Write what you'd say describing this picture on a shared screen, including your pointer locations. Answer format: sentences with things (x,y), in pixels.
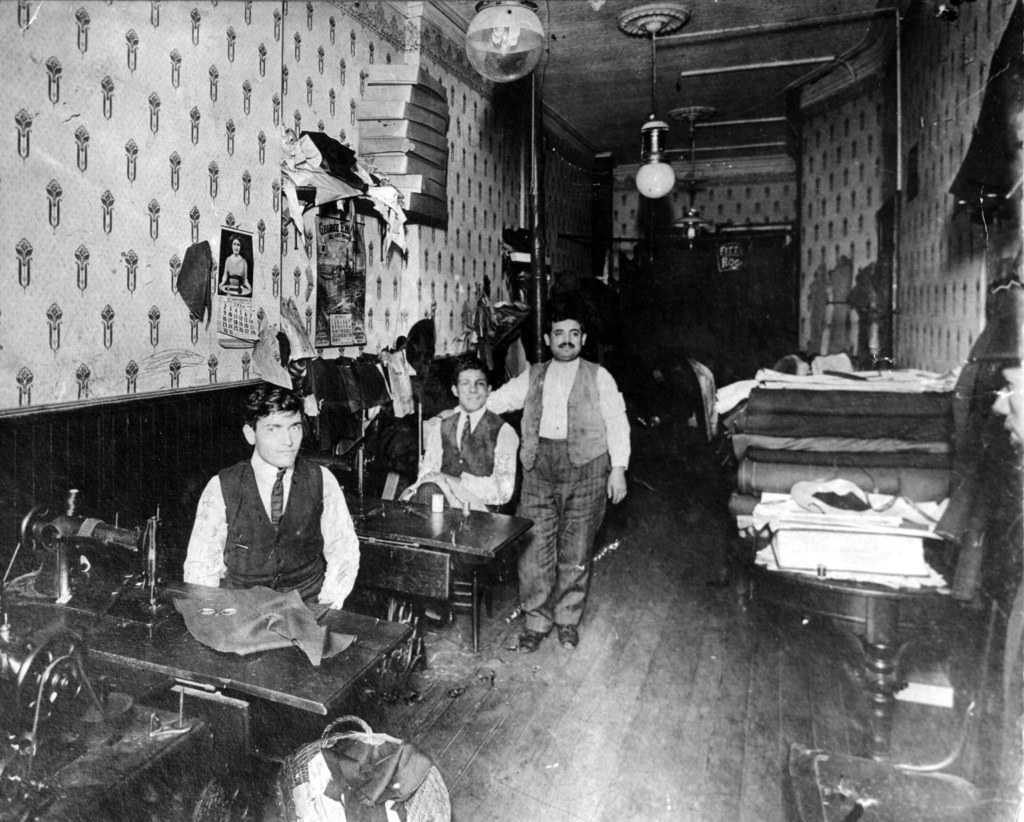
In this picture we can see two men (473,456) sitting on the chair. There are few sewing machines (60,515) and a basket (435,811) on the floor (729,627). We can see calendars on the left side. There are few clothes (748,524) on the right side (753,511). We can see a few boxes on the left side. Some lights (693,208) are visible on top (693,230).
